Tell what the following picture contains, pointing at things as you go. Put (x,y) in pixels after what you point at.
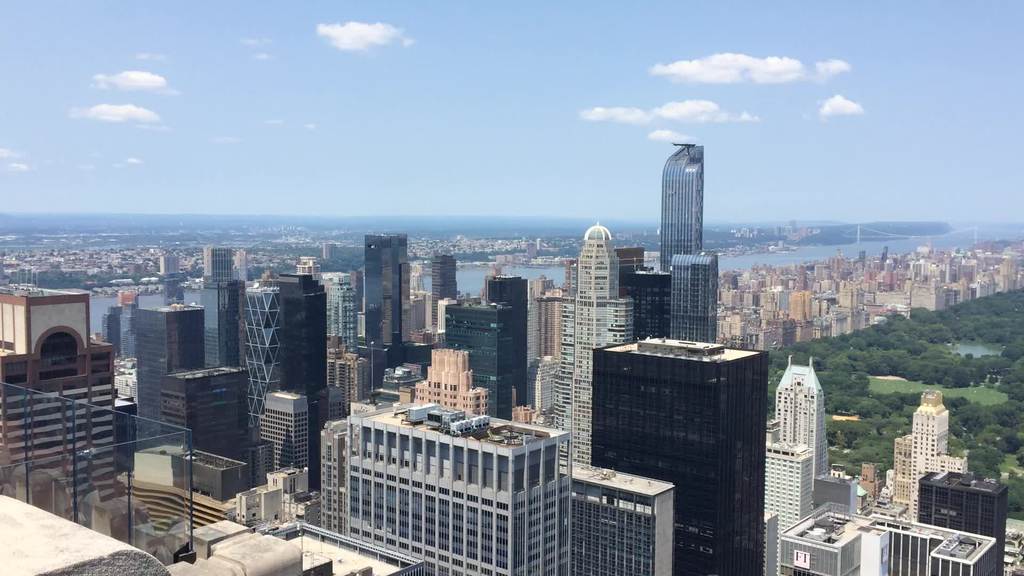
In this image I can see few buildings (601,412), glass windows (500,535), bridge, water (874,243) and trees (847,338). The sky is in white and blue color.
